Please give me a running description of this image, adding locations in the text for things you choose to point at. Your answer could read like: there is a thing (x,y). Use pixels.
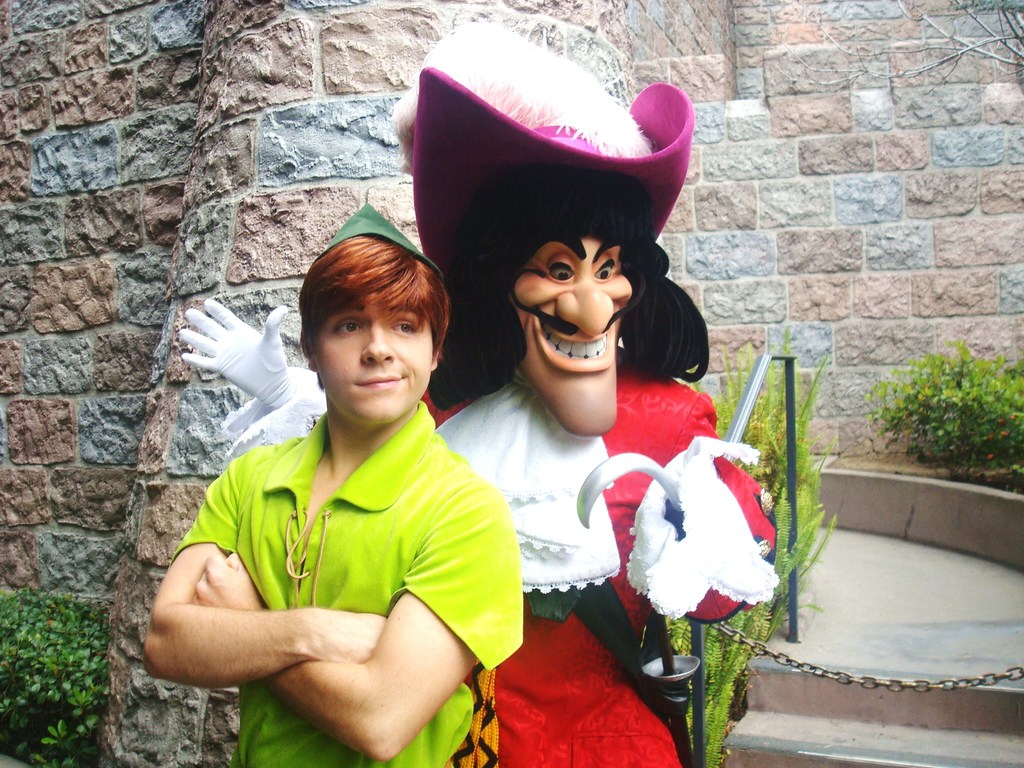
In this image I can see a man (457,630) is standing beside a costumed character (551,438). The man (387,676) is wearing a green color t-shirt (357,565). In the background (247,201) I can see a wall (374,125) and plants (787,568).
